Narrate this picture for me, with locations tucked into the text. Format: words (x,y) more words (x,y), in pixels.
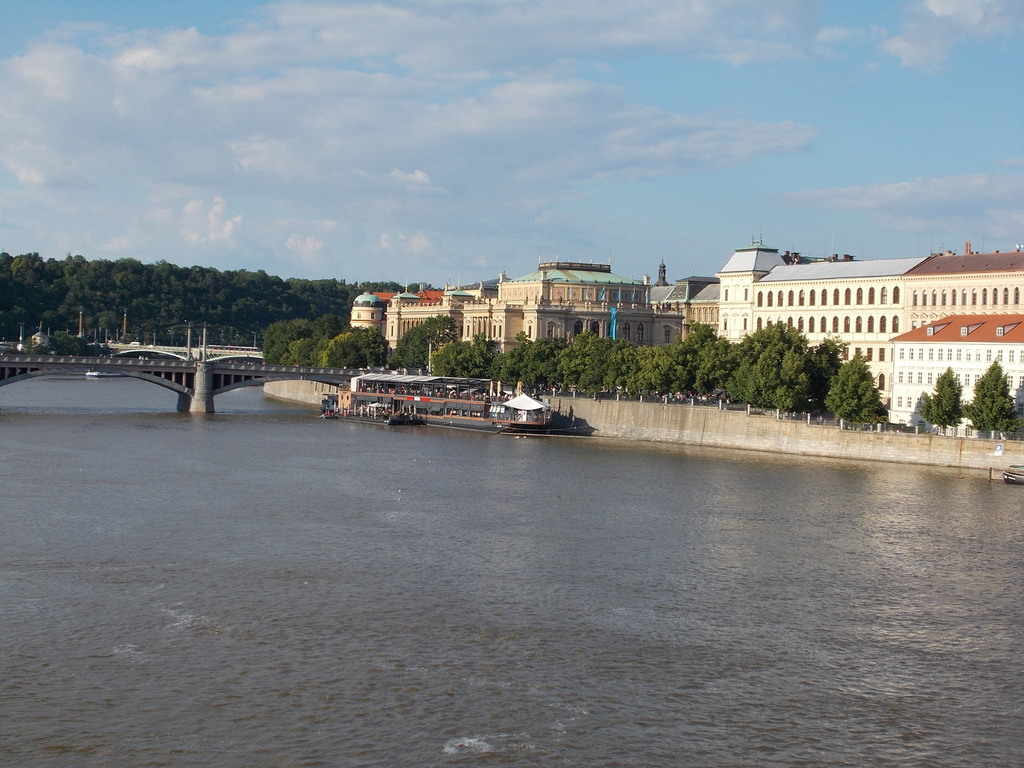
In this image I can see a boat (416,406) which is black and white in color on the water (421,441). In the background (180,398) I can see the bridge (158,364), few trees (177,330), few buildings (627,325) and the sky (553,126).
